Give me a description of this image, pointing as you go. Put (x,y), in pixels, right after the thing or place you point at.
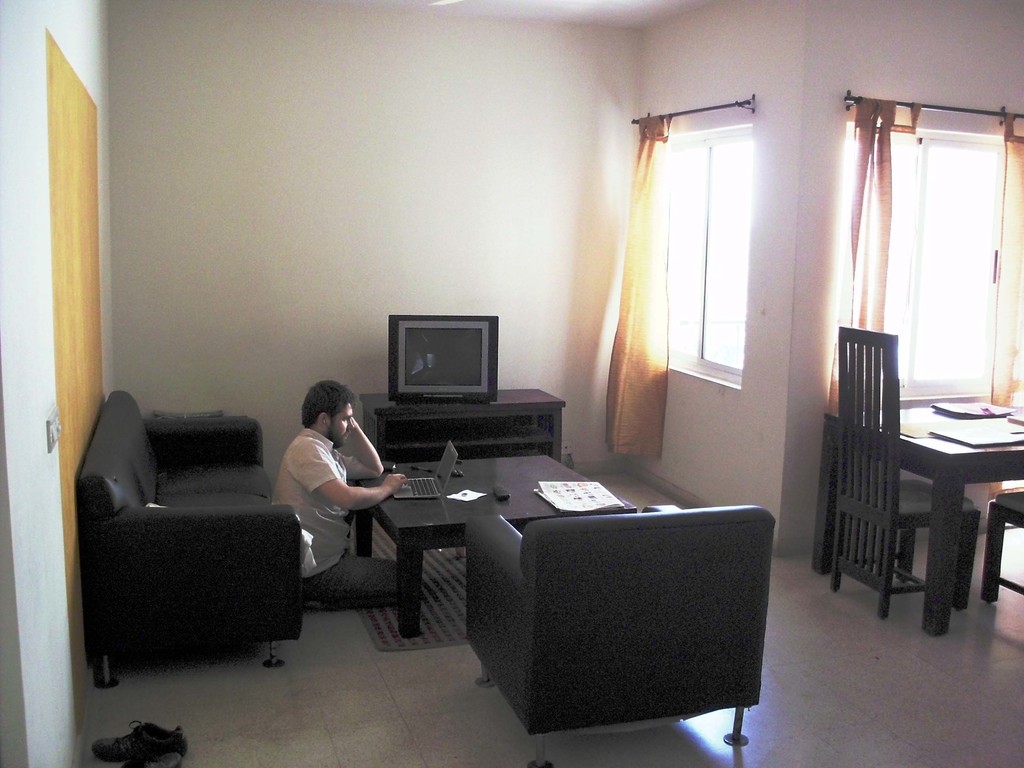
This picture shows an interior of a house (547,71) and we see a sofa (284,545) and a chair (753,525) and we see a man (396,598) seated and working on the laptop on a table (387,517) and we see a television (426,318) and couple of chairs (989,553) and a table (971,465).
